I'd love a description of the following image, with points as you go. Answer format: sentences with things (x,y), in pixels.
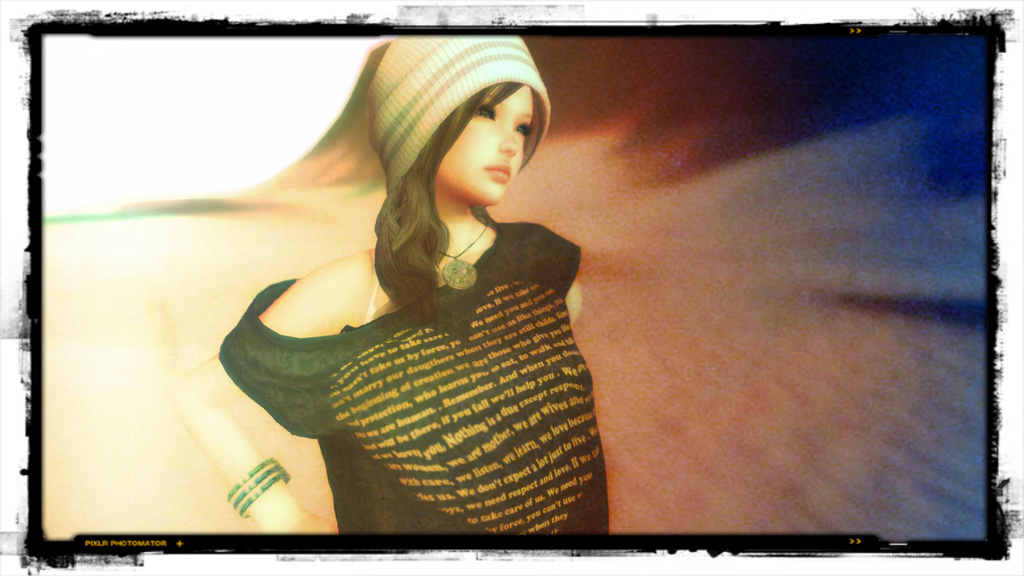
This is an animated image. Here I can see a girl (426,342) wearing a t-shirt (426,352), cap (451,65) on the head (485,105) and looking at the right side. The background (886,117) is blurred.
